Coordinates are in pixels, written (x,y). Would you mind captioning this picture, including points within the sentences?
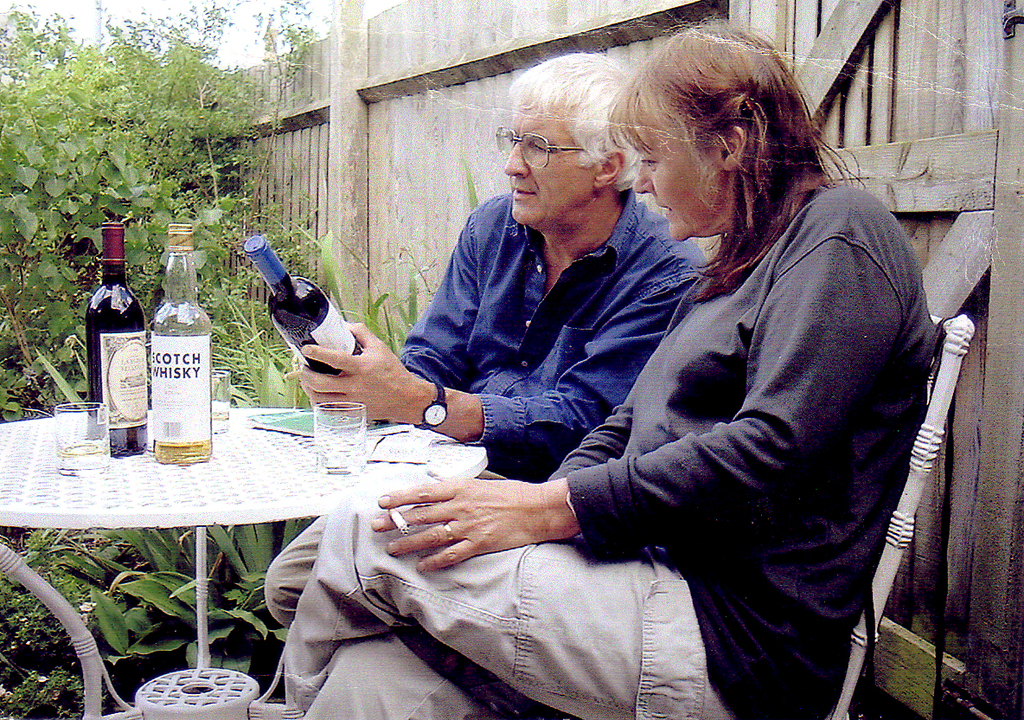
This image is taken outdoors. On the right side of the image (940,299) there is a wooden wall (391,136). On the left side of the image (130,264) there are a few plants (112,623) on the ground (178,662) and there is a table (274,503) with three glasses (339,461), two bottles (176,425) and a menu card (306,426) on it. In the middle of the image (582,341) a man (573,422) and a woman (673,452) are sitting on the chairs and a man (521,382) is holding a bottle (288,326) in his hands (392,403).
